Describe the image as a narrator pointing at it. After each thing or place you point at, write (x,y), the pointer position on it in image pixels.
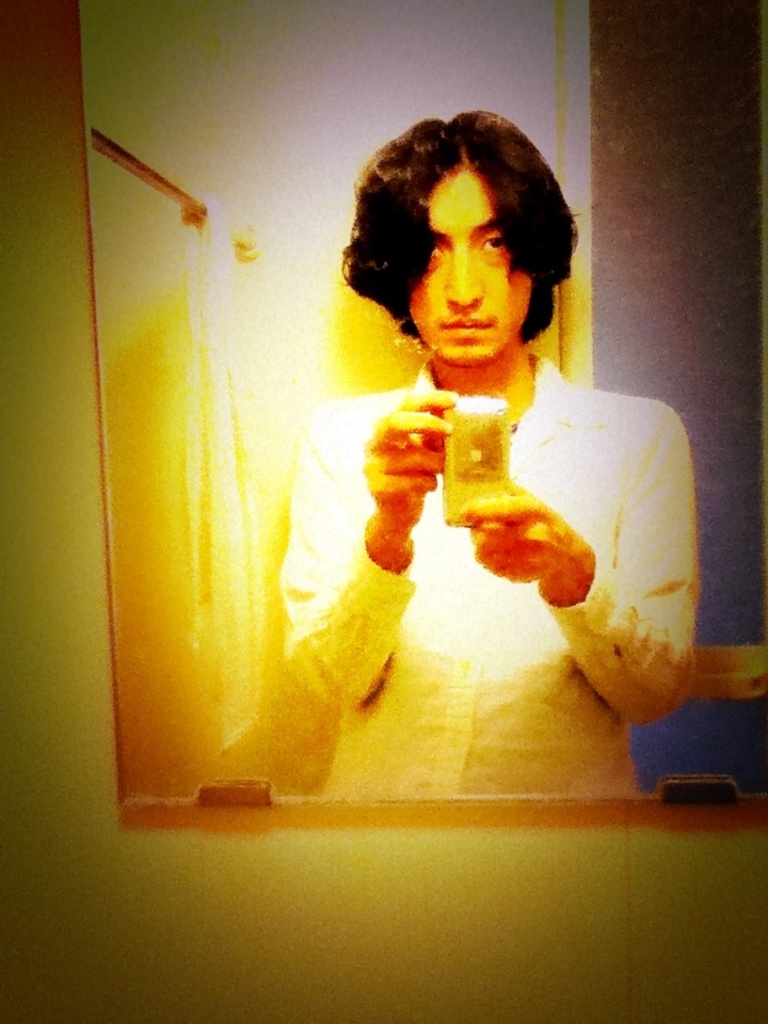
In this picture I can see there is a picture of a man (491,534) standing and he is clicking a picture, there is a mirror (124,564) in front of him.
